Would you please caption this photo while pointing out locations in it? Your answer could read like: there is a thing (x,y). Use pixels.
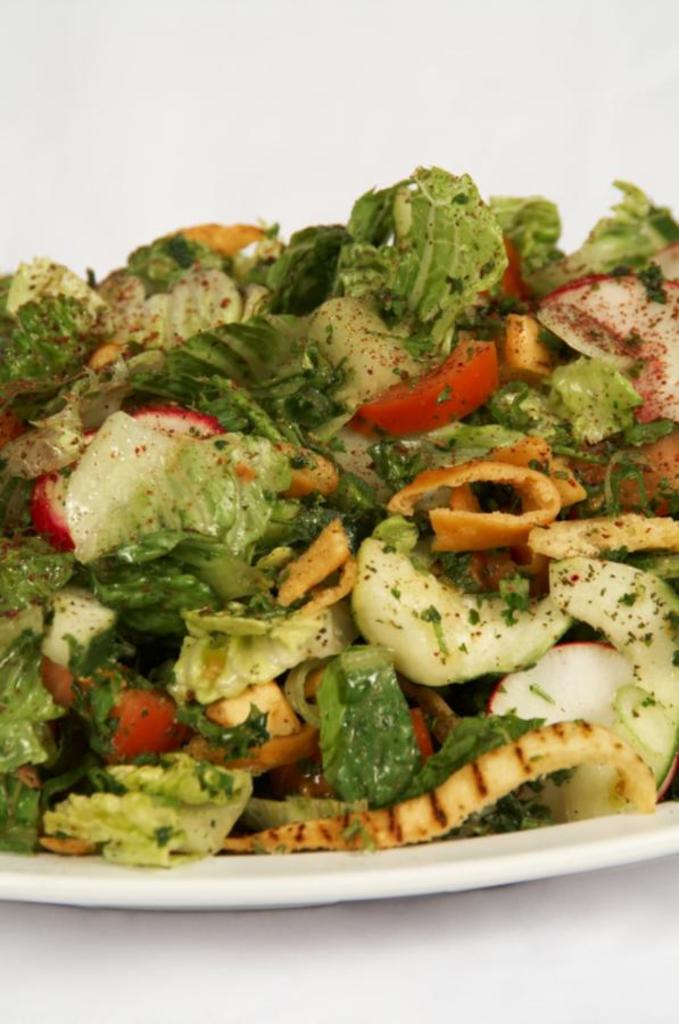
In this image, we can see food (382,235) on the white plate (341,864). At the bottom of the image (369,906), we can see the surface (380,1010). Top of the image (567,49), we can see the white color.
